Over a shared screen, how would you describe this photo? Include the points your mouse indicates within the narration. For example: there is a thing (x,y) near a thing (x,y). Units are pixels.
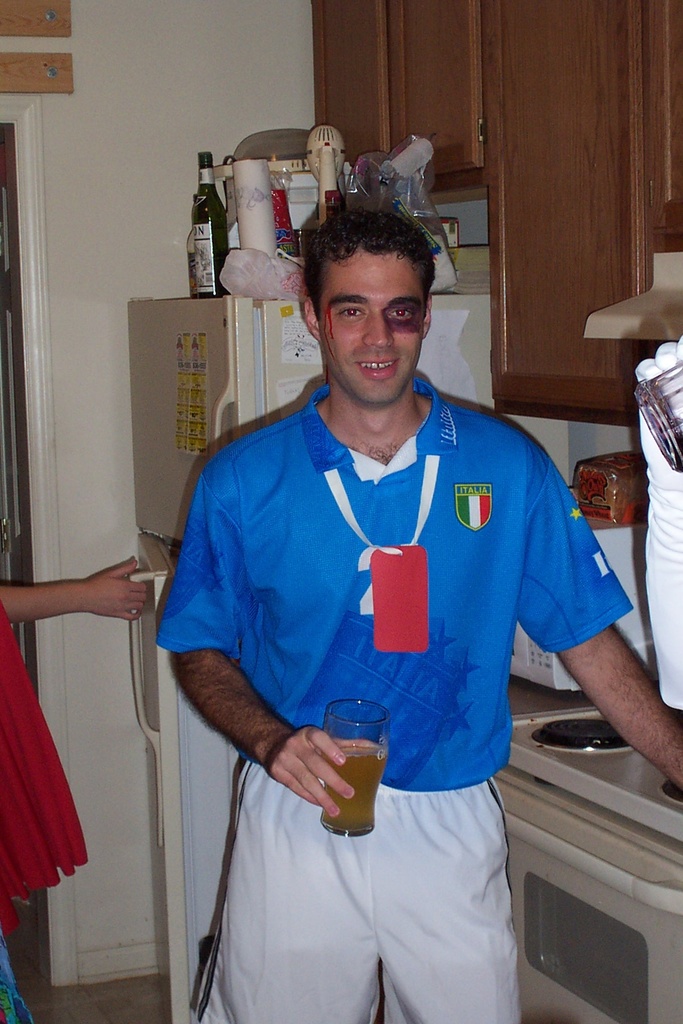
There is a man (319,524) in the center of the image (340,604), by holding a glass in his hand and there are cupboards (576,155), different items (298,214) on a refrigerator (235,365), a lady (52,594), and a door (1,354) in the background area (27,802).
